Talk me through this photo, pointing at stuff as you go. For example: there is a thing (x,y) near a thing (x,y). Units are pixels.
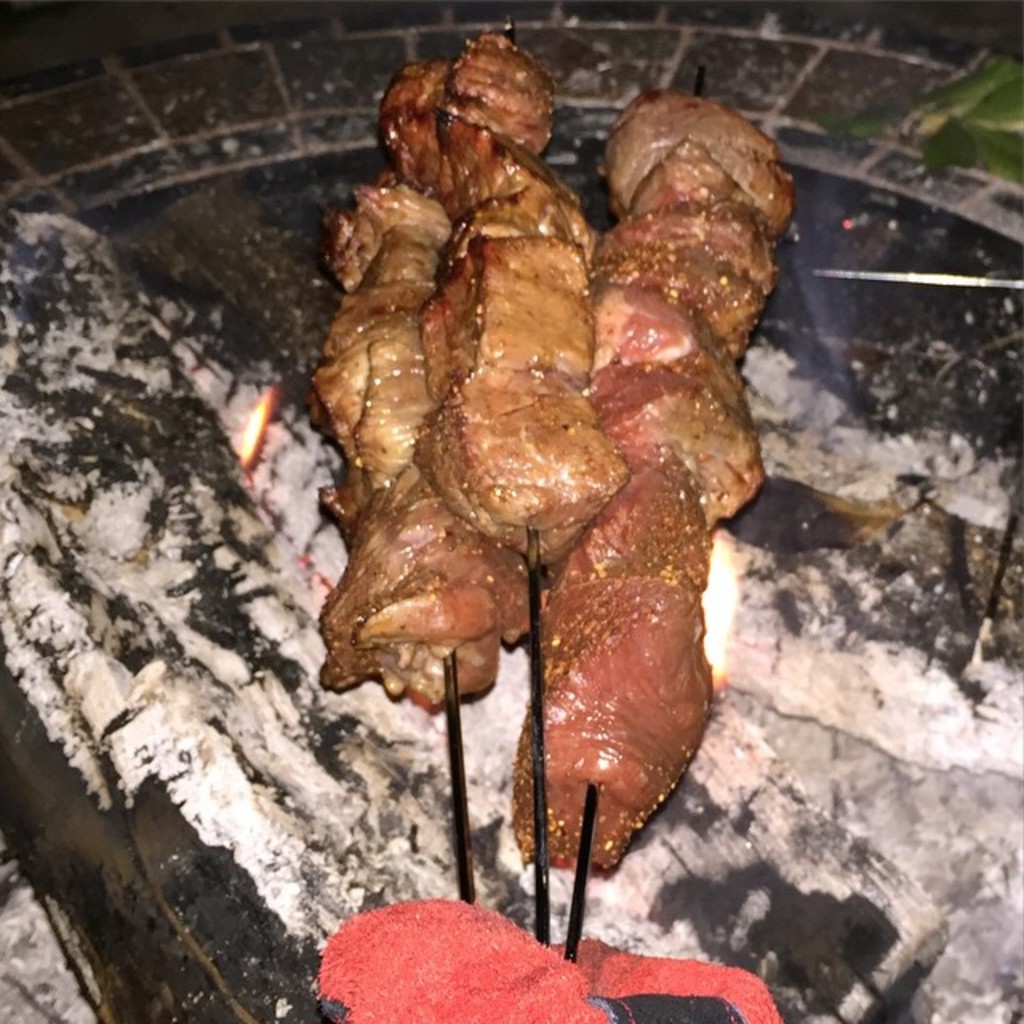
Here there is a food item (587,558).
